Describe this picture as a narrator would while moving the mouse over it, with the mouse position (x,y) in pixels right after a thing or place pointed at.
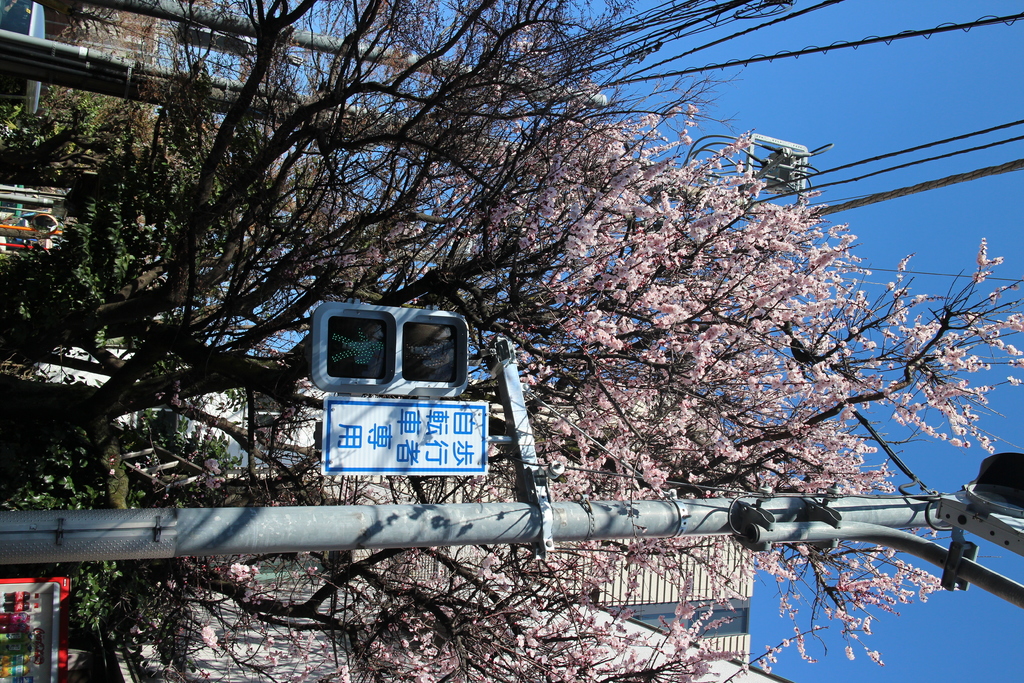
In this image I can see a light pole (972,494), trees (501,476), wires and buildings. On the right (815,167) I can see the sky (911,226). This image is taken during a day.
